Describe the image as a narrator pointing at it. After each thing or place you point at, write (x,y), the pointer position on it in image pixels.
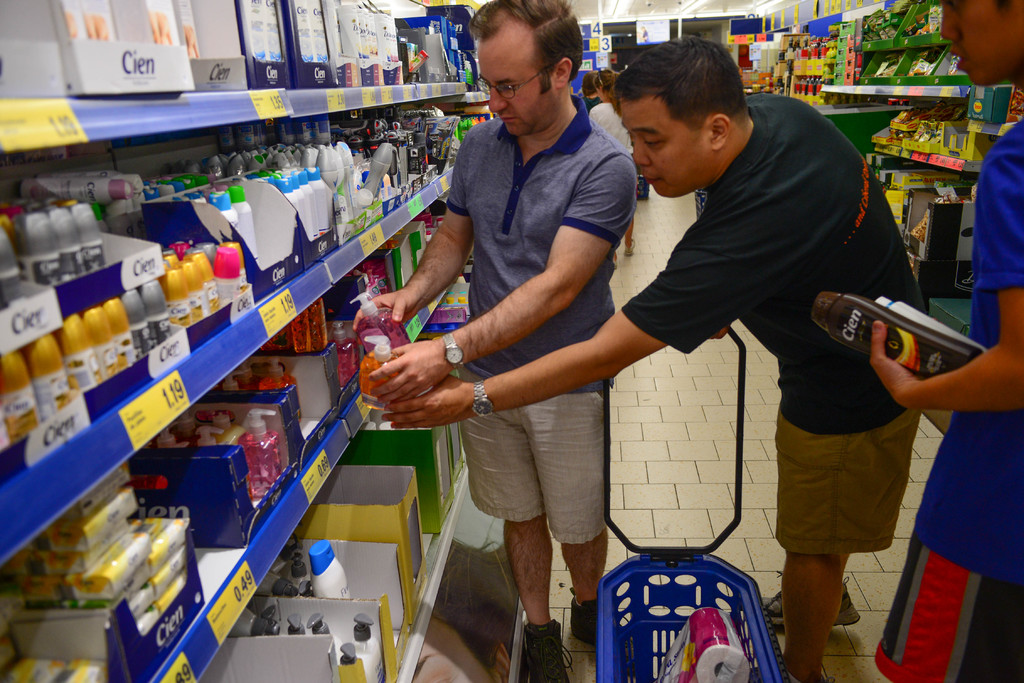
In the image we can see there are men (459,209) standing on the floor (558,588) and they are holding soap liquid bottles (399,330) in their hand (395,361).
